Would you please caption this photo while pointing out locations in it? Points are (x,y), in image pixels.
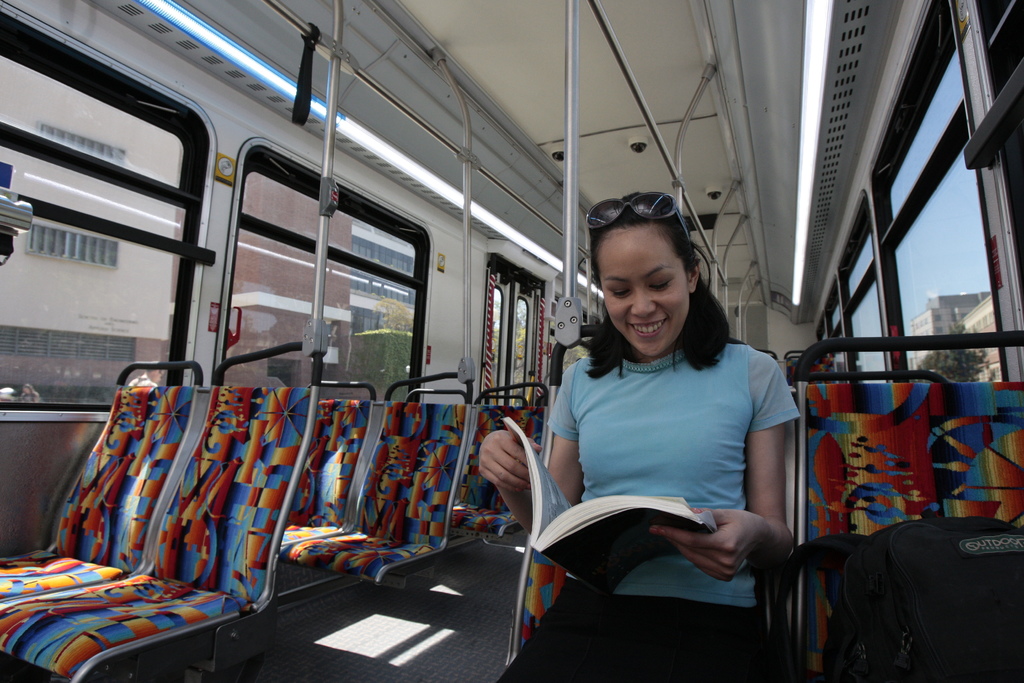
In this image we can see a woman (660,455) is sitting on a seat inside the vehicle (539,388) and there are lights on the roof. Through the window glasses (287,314) of the vehicle (443,289) we can see buildings (63,265), trees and sky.
